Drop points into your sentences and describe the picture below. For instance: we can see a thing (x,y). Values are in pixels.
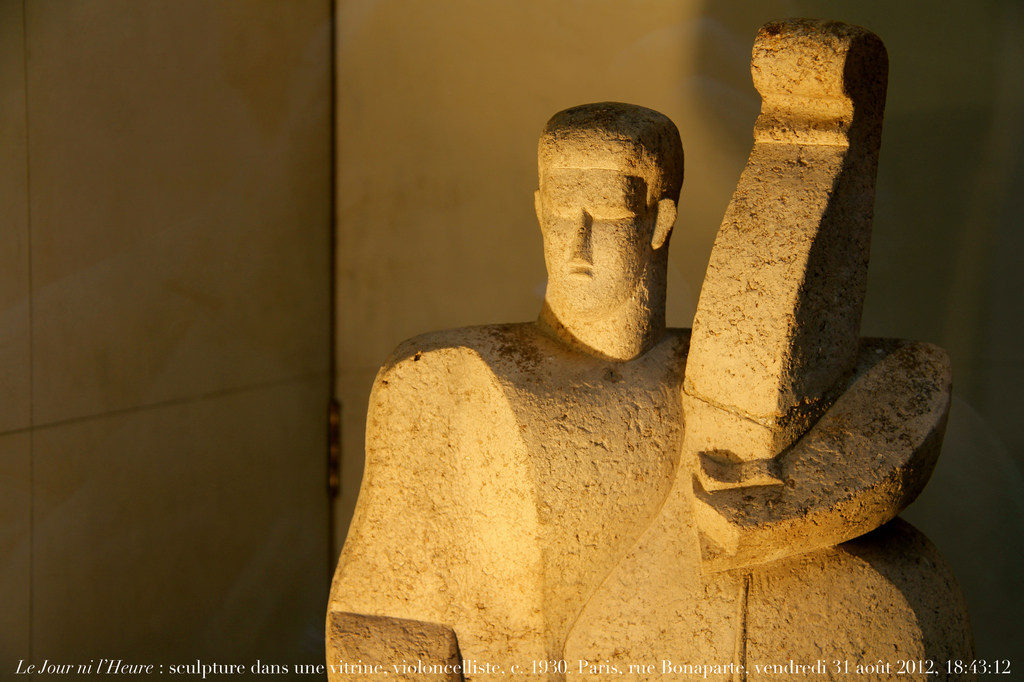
In this picture we can see a statue (554,173), walls (395,223) and at the bottom of this picture (874,665) we can see some text (363,666).
